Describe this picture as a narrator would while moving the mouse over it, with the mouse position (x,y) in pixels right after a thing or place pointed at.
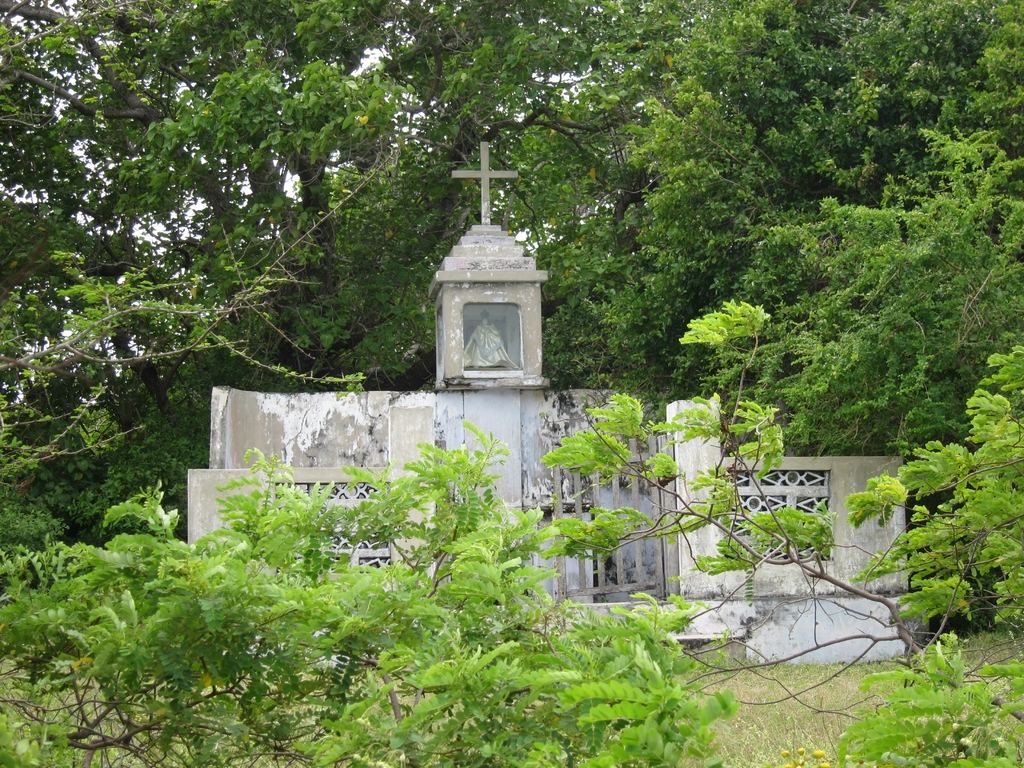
In this image in the center (572,485) there is a cemetery gate (549,479) and one cross (484,167), in the background (173,227) there are some trees (970,361). At the bottom (758,676) there are some plants (877,712) and grass (816,704).
